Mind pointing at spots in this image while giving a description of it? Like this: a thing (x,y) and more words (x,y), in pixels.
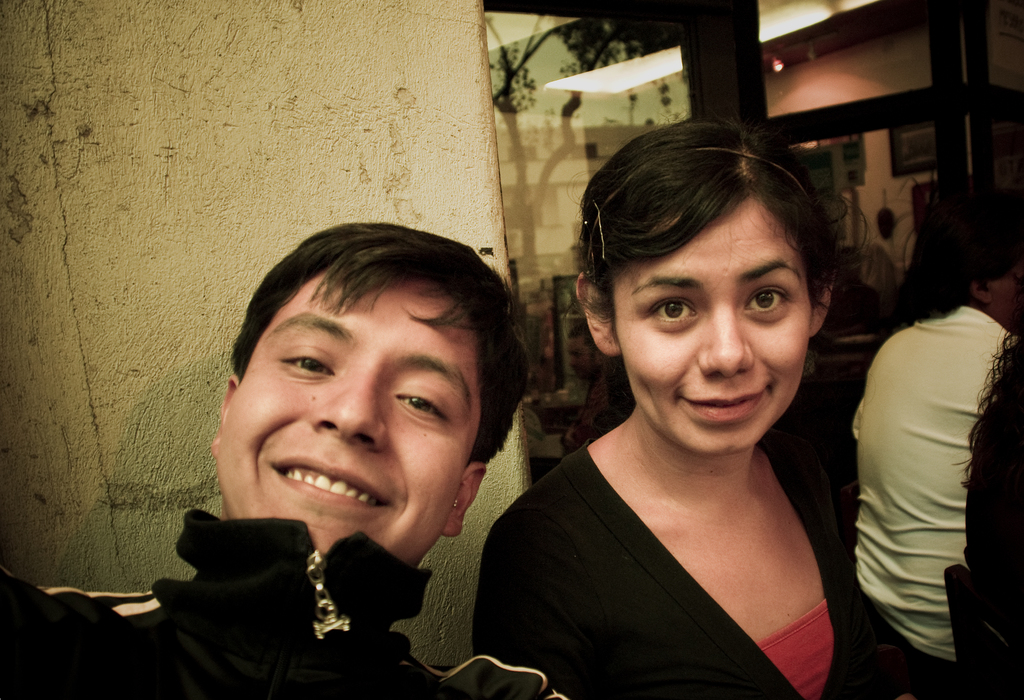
In the center of the image (401,329) we can see a man (391,494) and a lady (758,509) are present. On the left side of the image (252,153) wall (359,165) is there. On the right side of the image (896,343) some persons (984,482), glass (772,70), light (600,91), tree (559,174), building (593,142) are there.
